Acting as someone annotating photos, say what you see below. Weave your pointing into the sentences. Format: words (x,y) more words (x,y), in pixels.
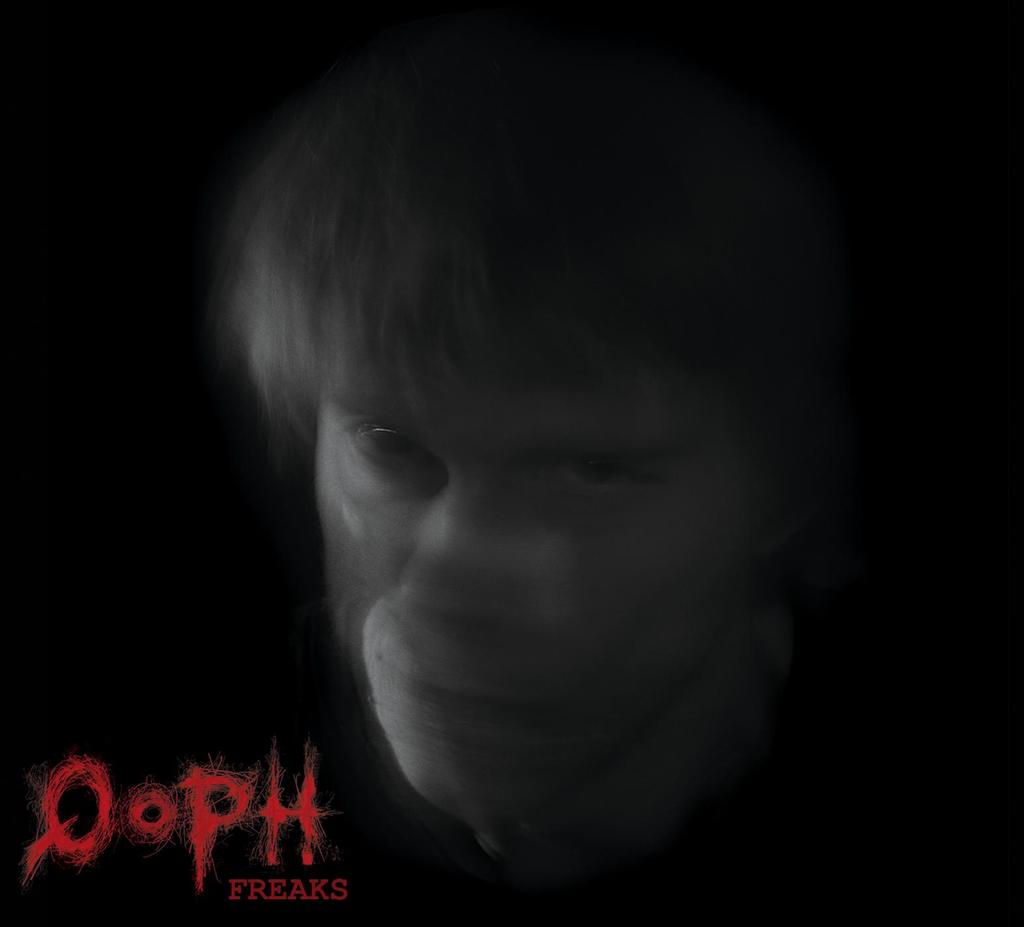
In this image there is a person (342,366) staring.
